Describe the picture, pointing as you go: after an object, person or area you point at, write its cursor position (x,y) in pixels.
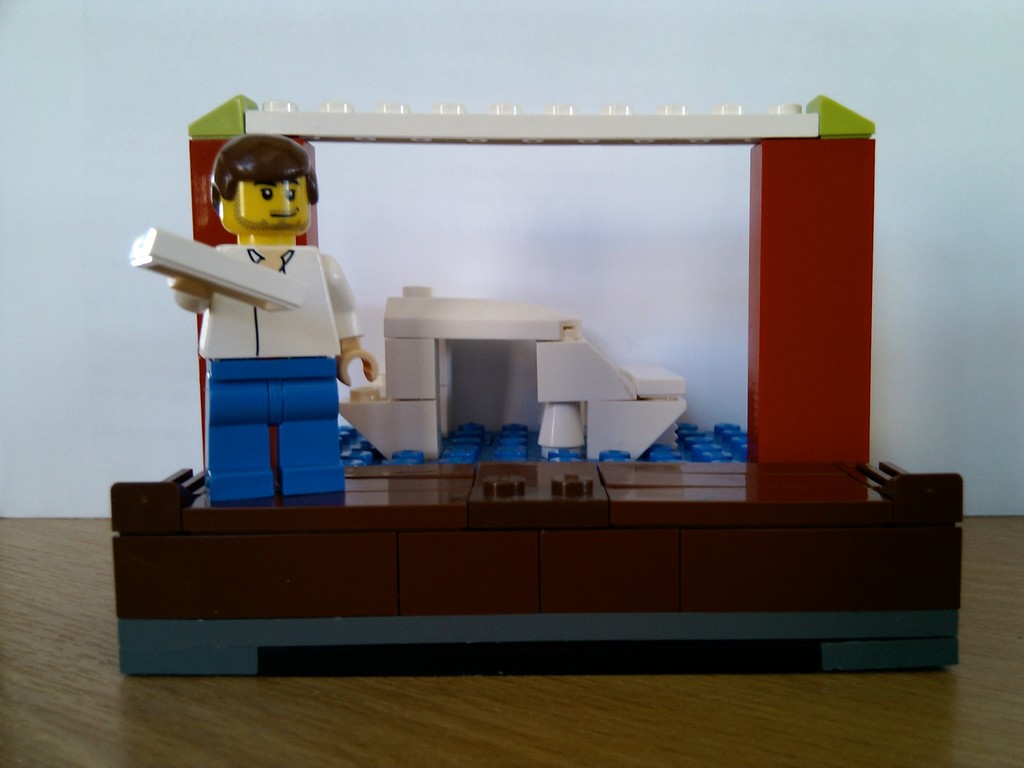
In the left (307,477) it is in the shape of a man (305,394), behind this it's a wall (109,328).
